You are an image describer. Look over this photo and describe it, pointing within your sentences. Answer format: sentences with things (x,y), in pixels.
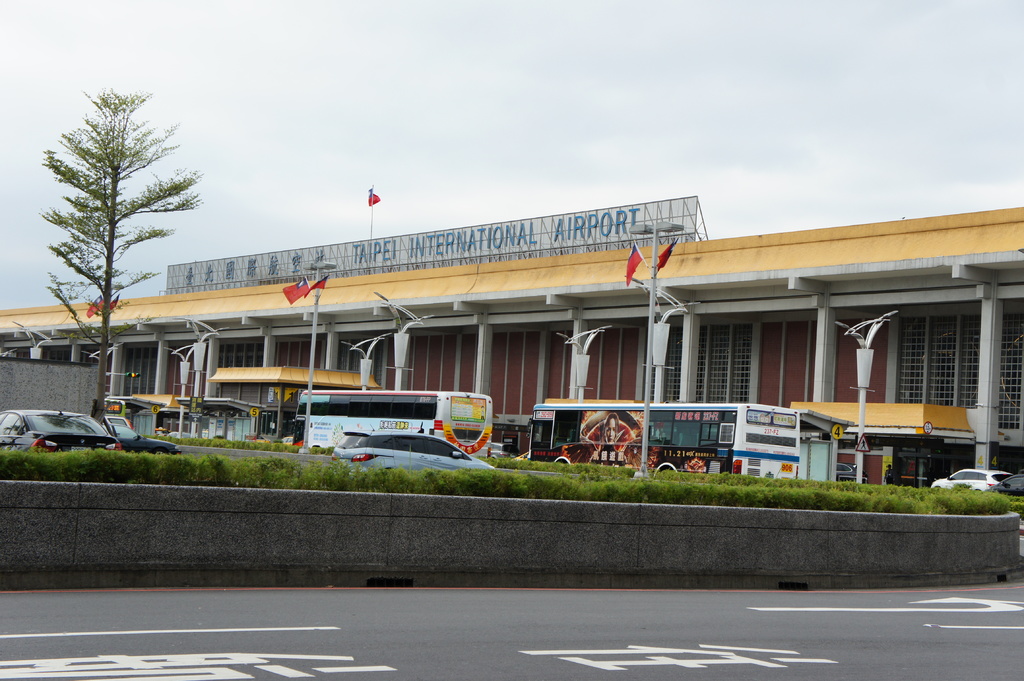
This picture shows an airport building (898,286) and we see flags (302,295) to the pole lights (316,278) and we see couple of buses (787,434) and cars (348,454) and we see a tree (98,382) and a flag (375,199) on the building (361,271) and we see a cloudy sky (670,91).
